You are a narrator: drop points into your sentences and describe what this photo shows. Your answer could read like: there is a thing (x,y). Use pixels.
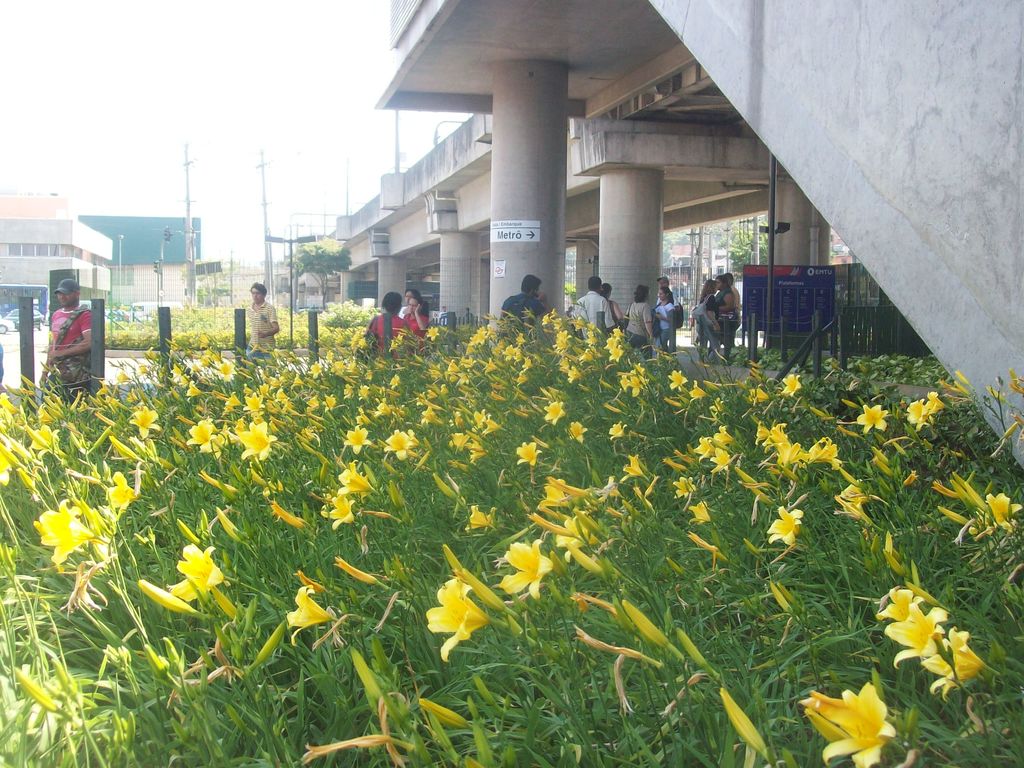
In this picture I can observe yellow color flowers (192,548). I can observe some people (79,326) walking on the road (121,362). On the right side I can observe a bridge (494,207). In the background (105,268) there are buildings (147,235) and sky (106,97).
